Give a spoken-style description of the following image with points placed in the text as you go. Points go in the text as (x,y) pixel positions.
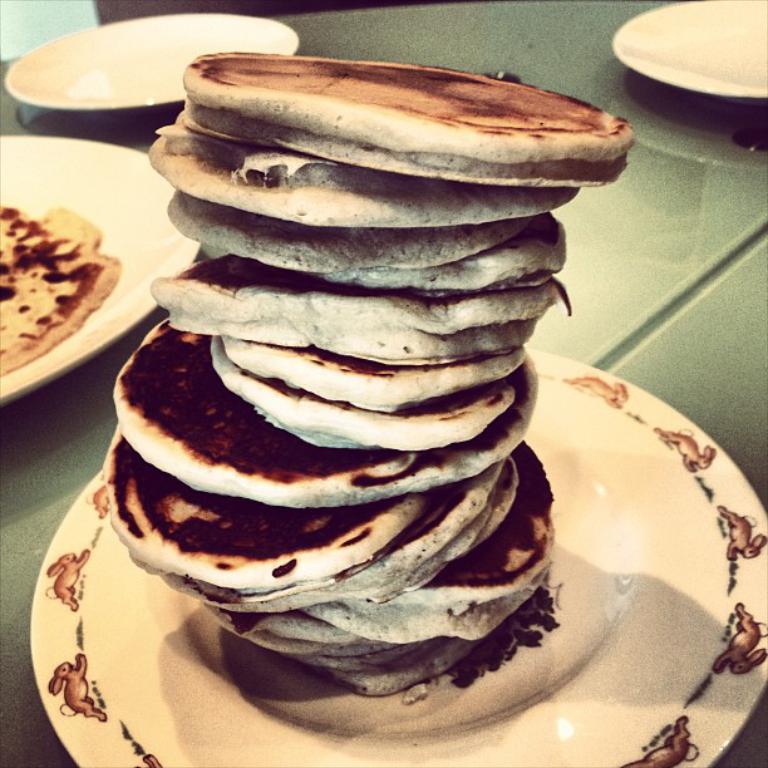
There are food items (381,430) arranged on a white color plate (112,533). This plate (86,521) is on a table (54,484), on which there are other three white color plates (94,43).
